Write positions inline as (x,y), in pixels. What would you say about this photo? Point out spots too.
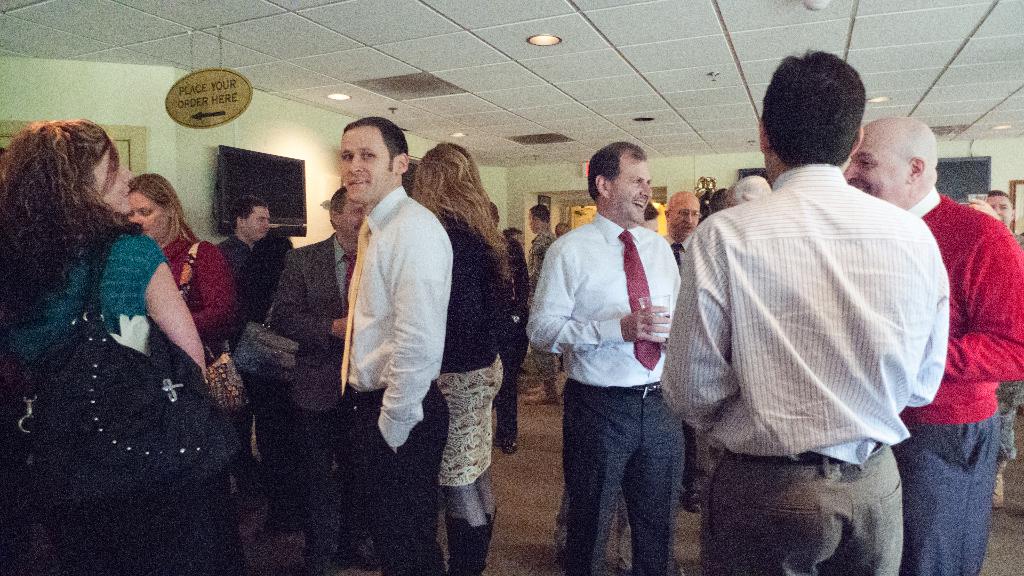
In this picture I can see people (517,244) standing on the surface (525,486). I can see electronic devices (245,170) on the wall (579,188). I can see light arrangements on the roof (485,48).
